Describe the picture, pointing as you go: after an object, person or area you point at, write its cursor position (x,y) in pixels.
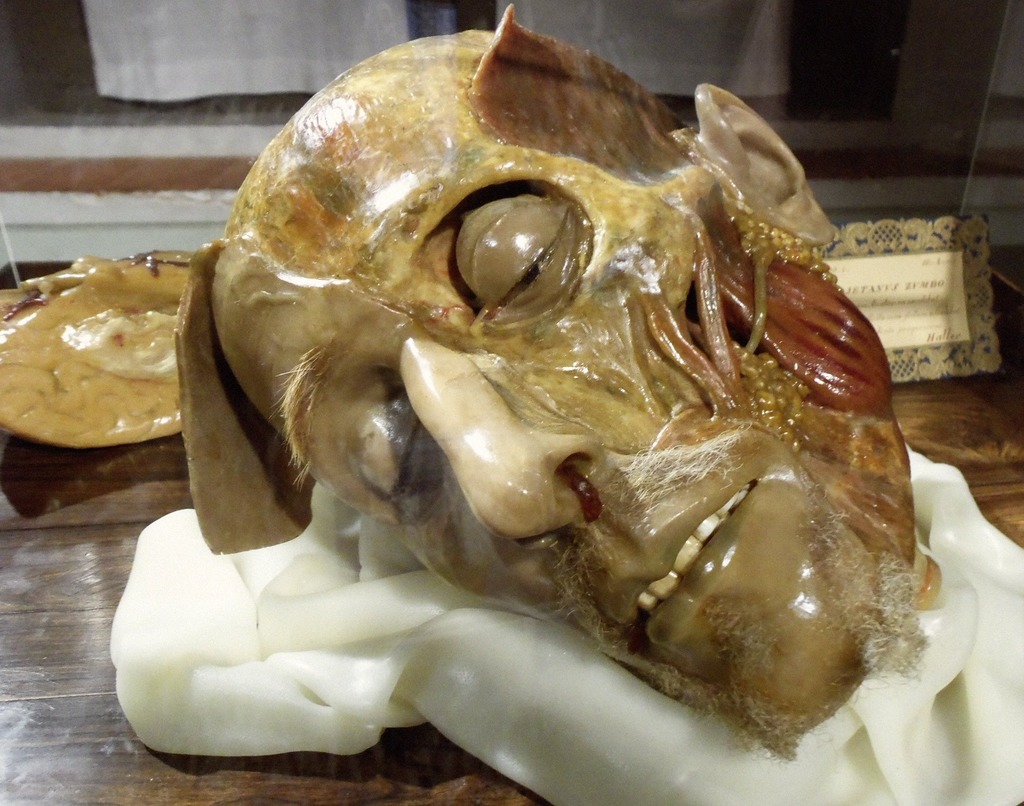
On this table (12,664) we can see a person face (868,339), beard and things (114,351). These are curtains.
